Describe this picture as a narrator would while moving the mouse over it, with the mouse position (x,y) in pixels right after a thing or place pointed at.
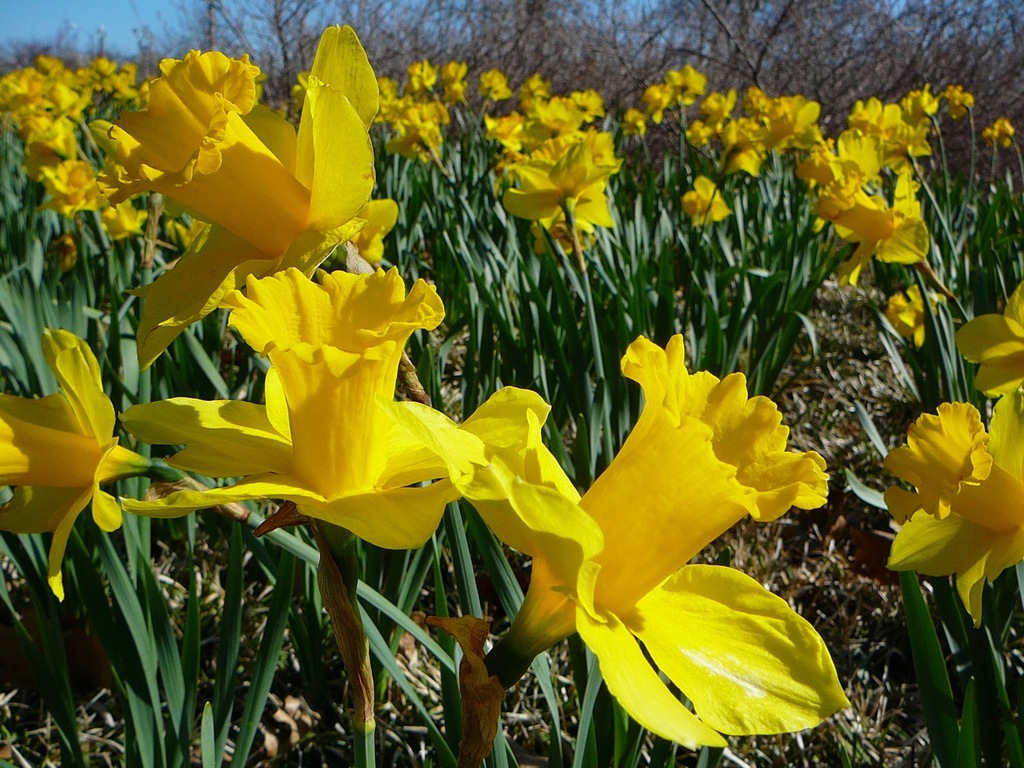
In this image we can see some flowers (380,385), plants (456,272), trees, also we can see the sky (113,15).
